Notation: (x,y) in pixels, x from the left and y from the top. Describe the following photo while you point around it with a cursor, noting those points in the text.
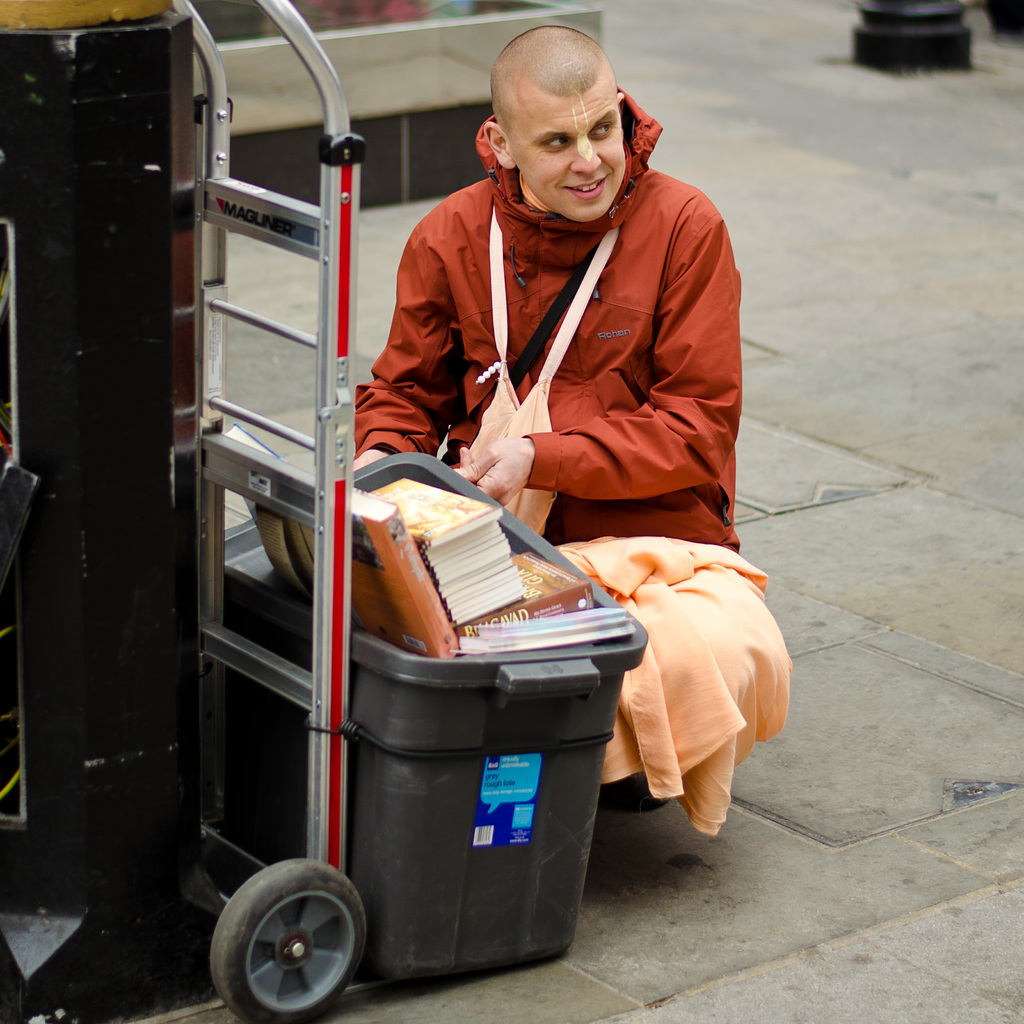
In this image I can see a person (682,407), the person (669,399) is wearing brown color dress (703,423). In front (276,525) I can see few books (540,611) in the basket (529,737) and I can also see a trolley (331,584).
